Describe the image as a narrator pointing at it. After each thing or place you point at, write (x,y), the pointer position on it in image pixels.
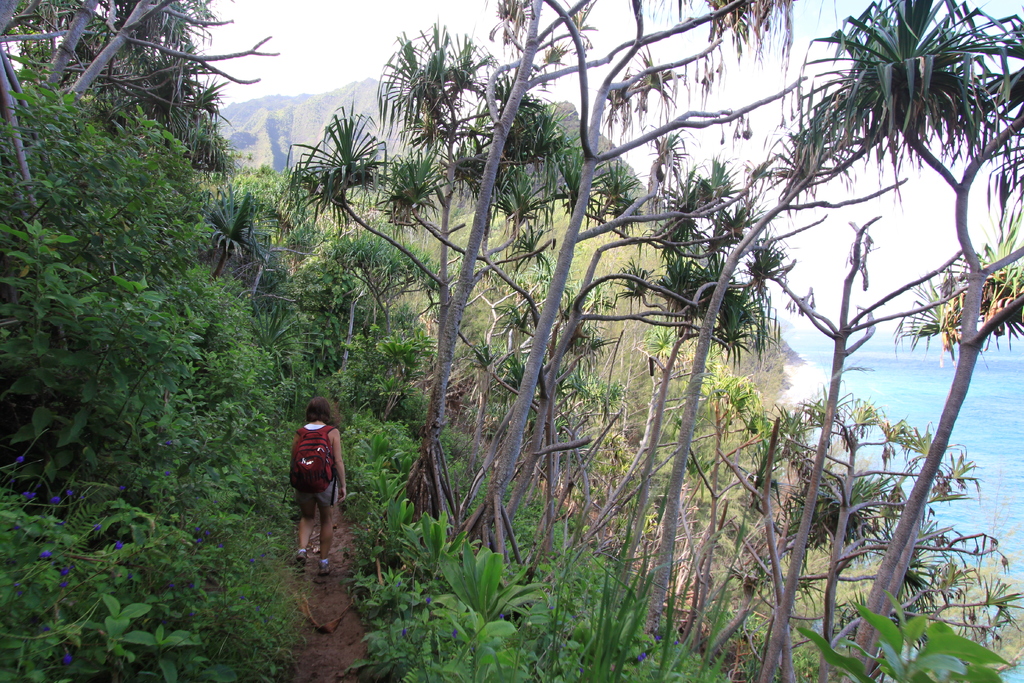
In the center of the image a lady (339,456) is walking and wearing bag (321,450). In the background of the image (228,277) trees (267,253), hills (497,217) are there. On the right side of the image (908,396) water (848,400) is there. At the top of the image (289,60) sky (284,60) is there. At the bottom of the image (319,625) ground (341,659) is there.
